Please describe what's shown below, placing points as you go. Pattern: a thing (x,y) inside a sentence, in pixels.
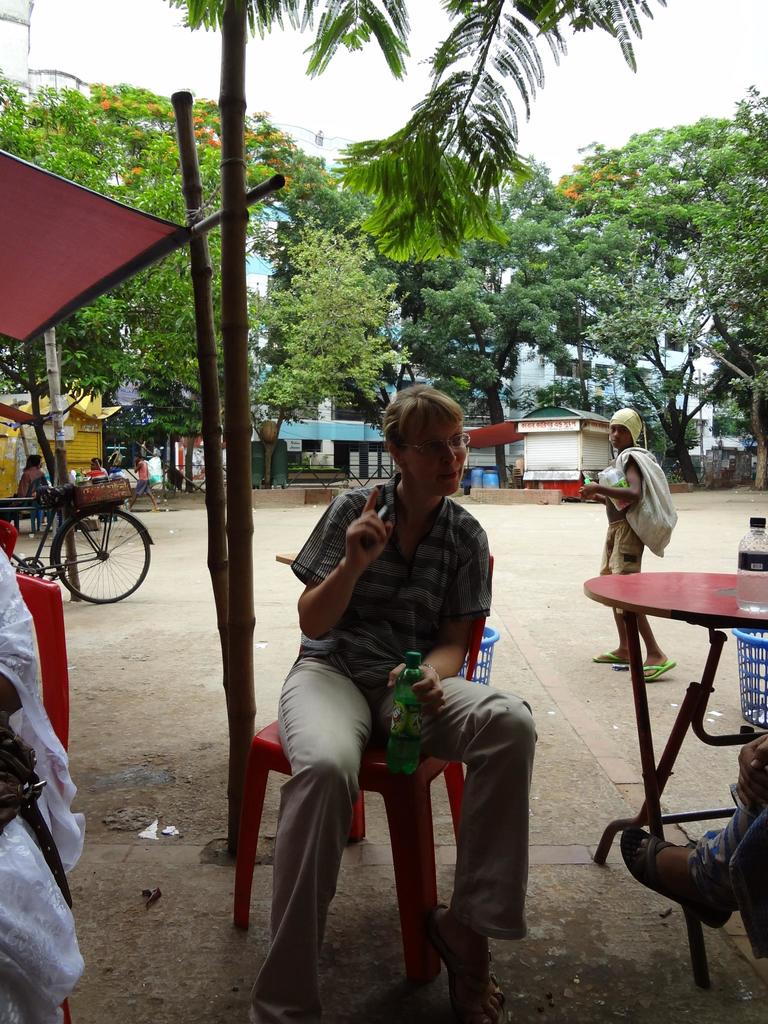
At the top (584,91) we can see sky (584,91). Behind to the trees (475,364) there are buildings (529,365) and these are stores (8,441). We can see bicycle (98,560) here. We can see persons (462,702) sitting on chairs (270,768) and she is holding a bottle (402,746) in her hand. We can see a man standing near to the table (713,591) and on the table (735,611) there is a bottle (757,574).
